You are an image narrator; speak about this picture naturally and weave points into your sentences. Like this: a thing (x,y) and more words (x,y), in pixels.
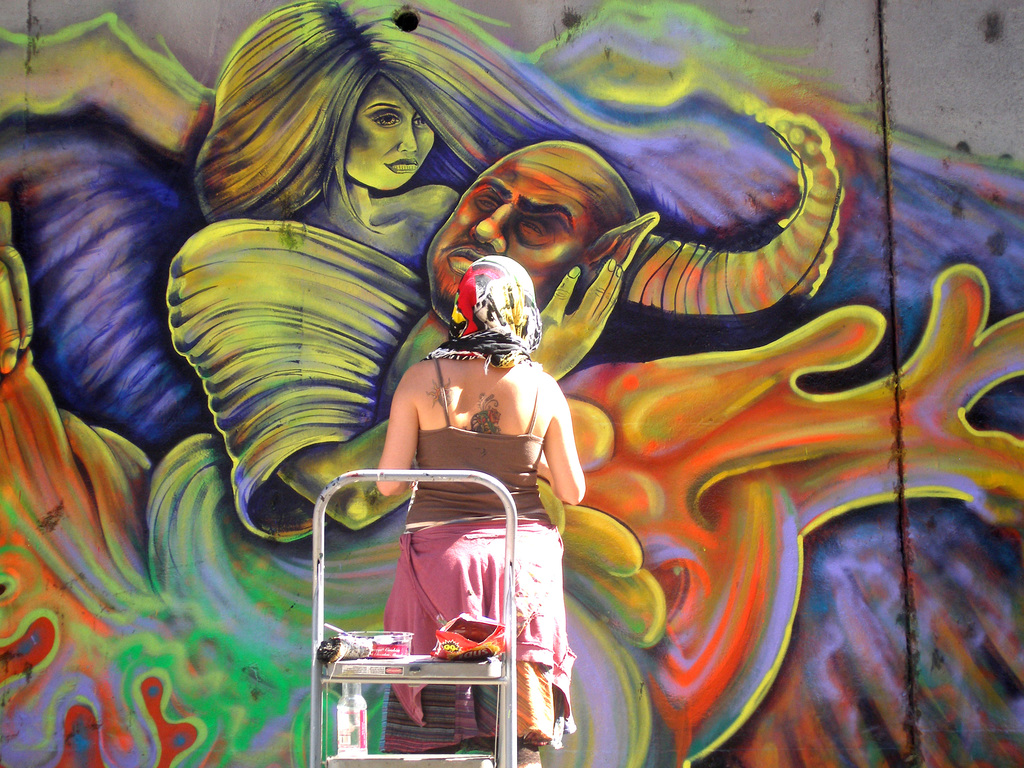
In this image there is a woman (568,463) standing. In the foreground (390,682) there is a ladder (470,675). On the ladder (451,671) there are covers (487,629), a bowl (365,640) and a bottle (353,711). In the background (324,98) there is a wall (410,98). There is a painting (379,191) on the wall (499,152).
